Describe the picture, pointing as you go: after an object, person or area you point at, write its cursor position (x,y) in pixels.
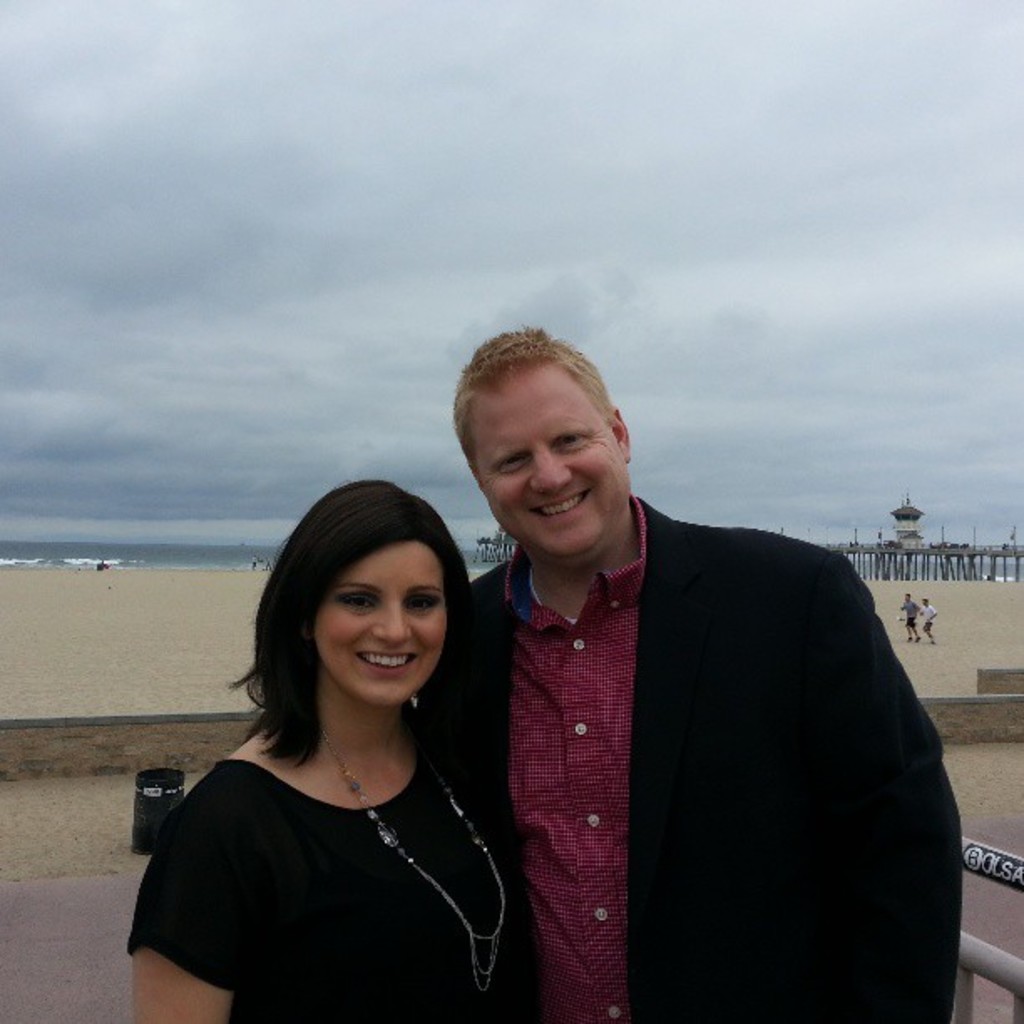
In this image there is a couple (493,743) in the middle (548,646). On the right side (715,715) there is a man (715,771) and on the left side (289,746) there is a woman (381,852). In the background (169,599) it looks like a beach (144,604). On the right side (902,553) there is a bridge (918,548). At the top (558,231) there is sky (547,231).
